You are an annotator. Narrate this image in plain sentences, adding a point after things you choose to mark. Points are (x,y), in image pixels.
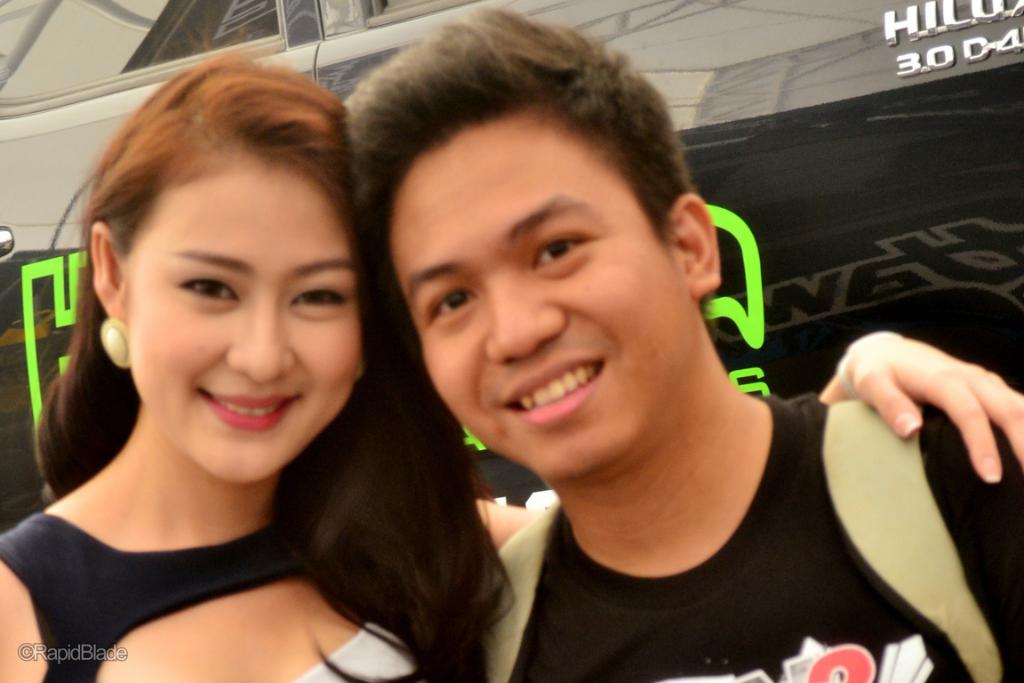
In this image we can see few persons (574,491). There is a vehicle (861,273) in the image. There are some reflections (732,93) on the vehicle (812,82). There is some text (891,31) on the vehicle (923,47).
